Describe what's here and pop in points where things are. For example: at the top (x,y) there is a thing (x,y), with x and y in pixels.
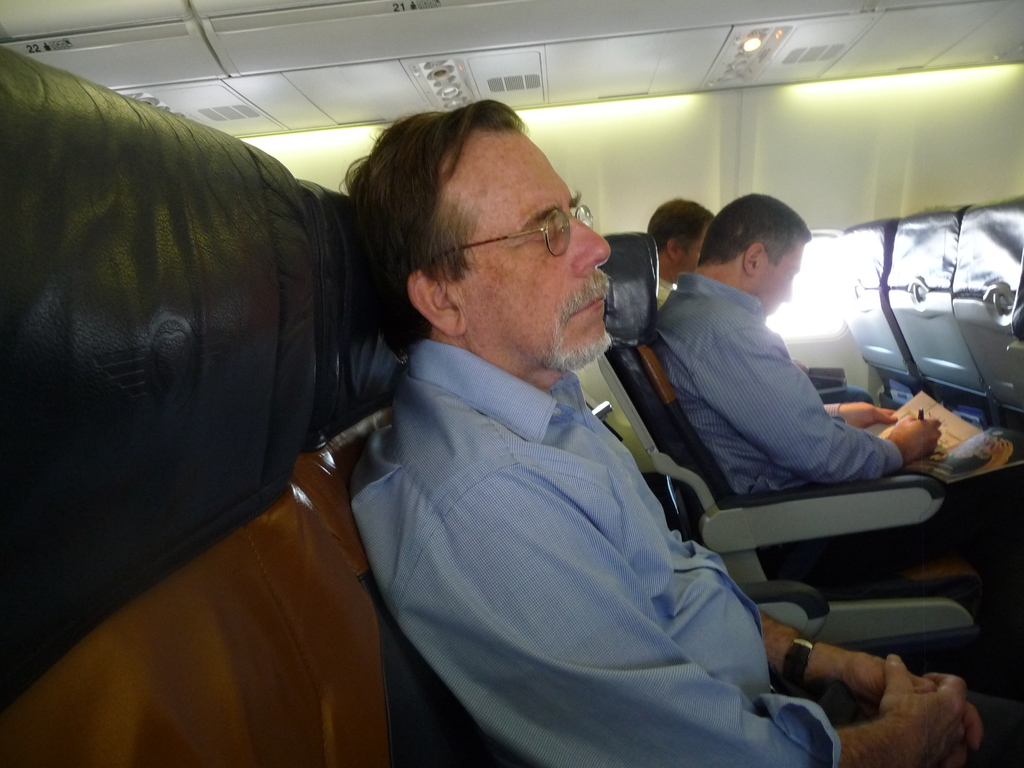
In this image, there are three people (496,650) sitting in the seats (257,184). This picture was taken in the vehicle (660,120).
